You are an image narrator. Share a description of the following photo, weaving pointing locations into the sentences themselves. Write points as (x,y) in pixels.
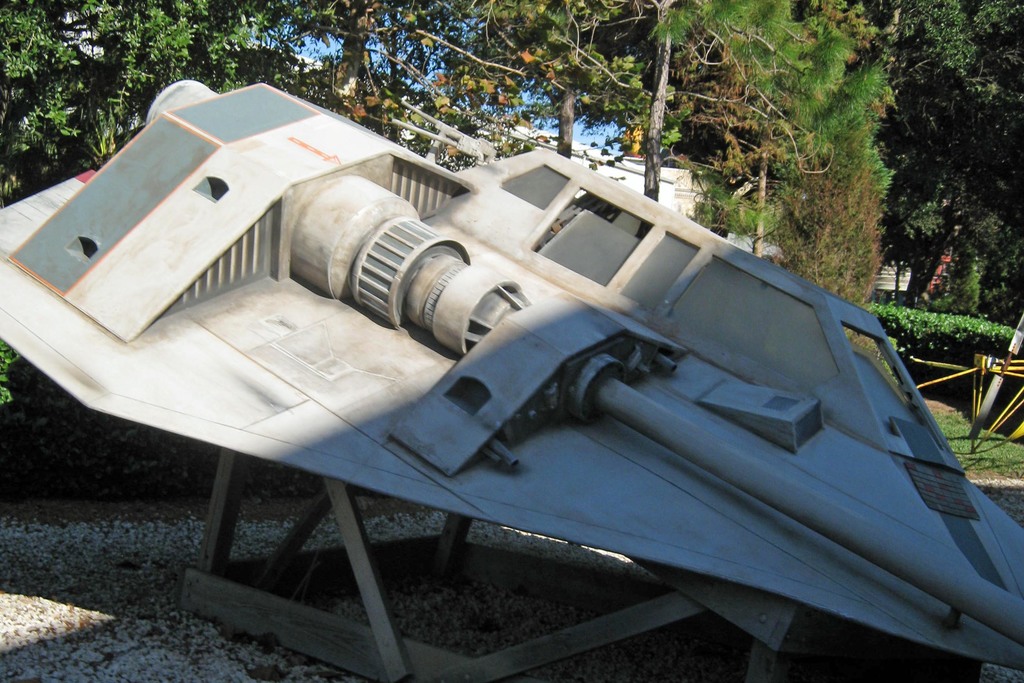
In the center of the image (598,240) there is a depiction of a aircraft (589,310). In the background of the image (456,125) there are trees (502,102). At the bottom of the image (129,661) there are stones (153,667).
